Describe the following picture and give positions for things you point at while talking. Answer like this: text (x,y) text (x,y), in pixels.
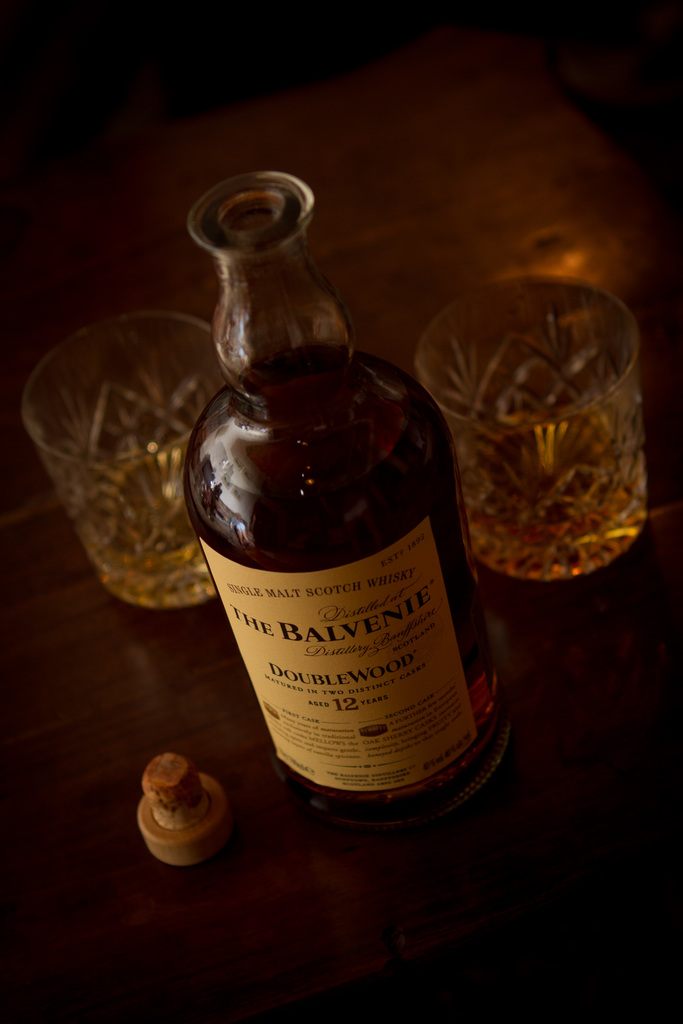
In this picture there is a whisky bottle (398,455) and a cap (148,836) placed on the table (124,732), also there are two glasses (187,445) on the table (458,261).
